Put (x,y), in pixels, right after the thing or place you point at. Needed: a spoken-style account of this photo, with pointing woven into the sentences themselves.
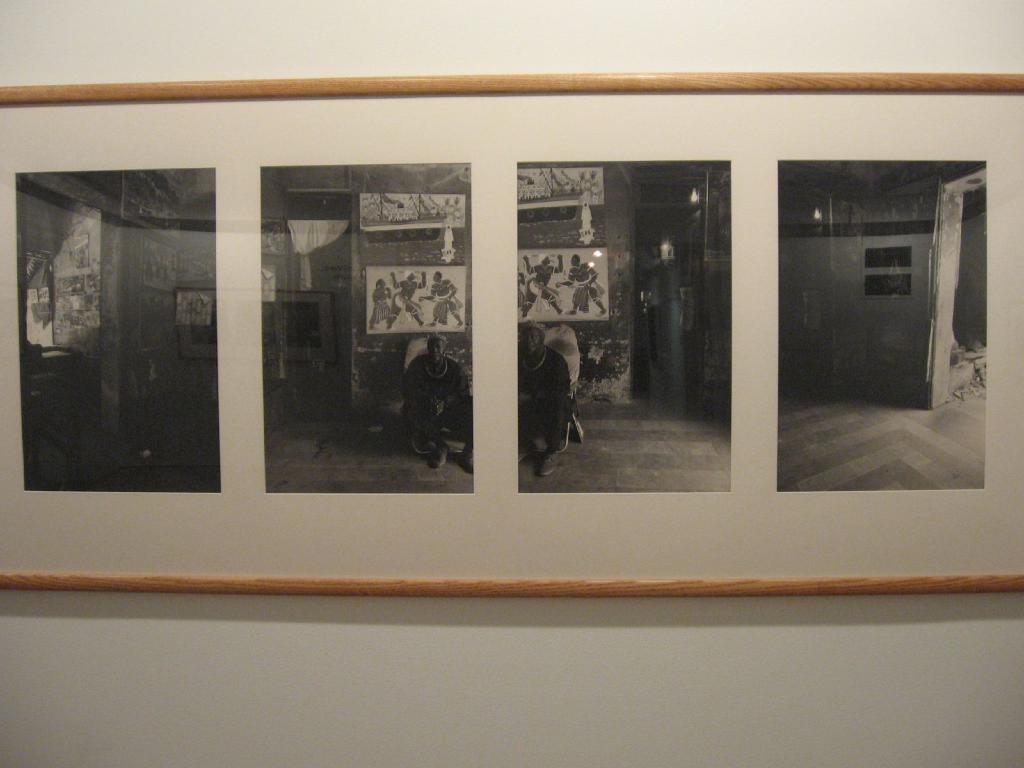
In this image there is a photo frame (267,148) with four photos (317,224) in it is attached to the wall (470,12).
